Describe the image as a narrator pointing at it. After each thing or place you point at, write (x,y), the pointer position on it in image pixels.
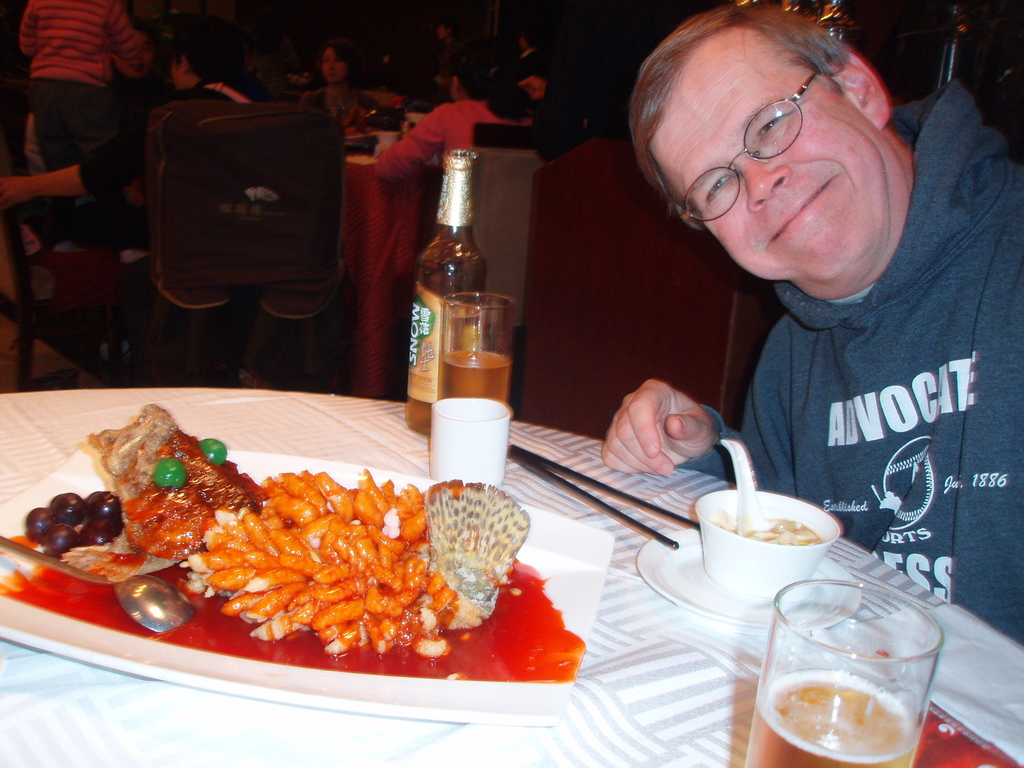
In this picture there is a man (803,459) sitting on the chair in front of the table (308,440) on which there are some food items (350,490) and a bottles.
